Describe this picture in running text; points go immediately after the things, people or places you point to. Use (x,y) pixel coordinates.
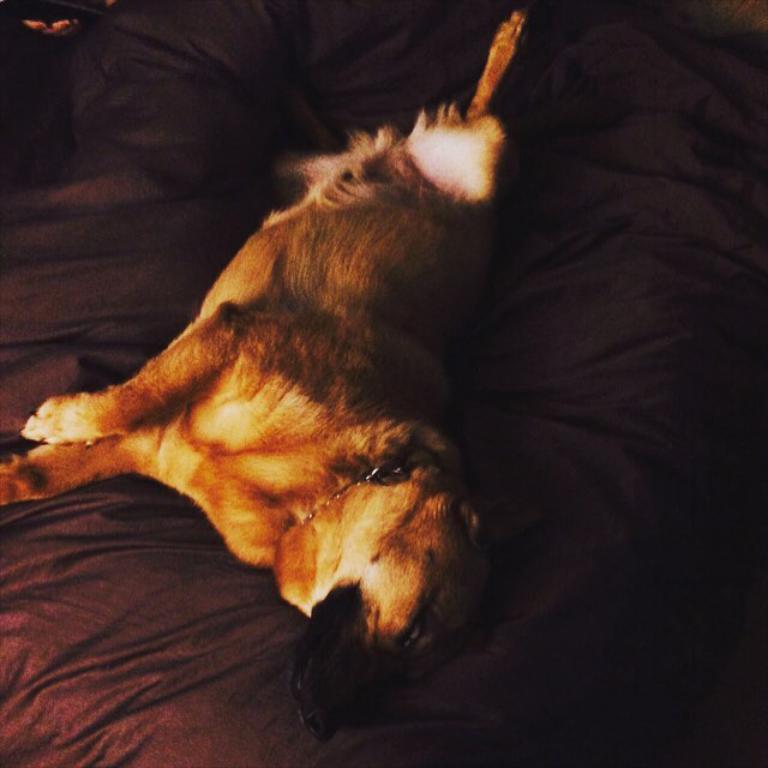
This image is slightly dark where we can see a dog (356,492) is lying on the bed (654,229).
